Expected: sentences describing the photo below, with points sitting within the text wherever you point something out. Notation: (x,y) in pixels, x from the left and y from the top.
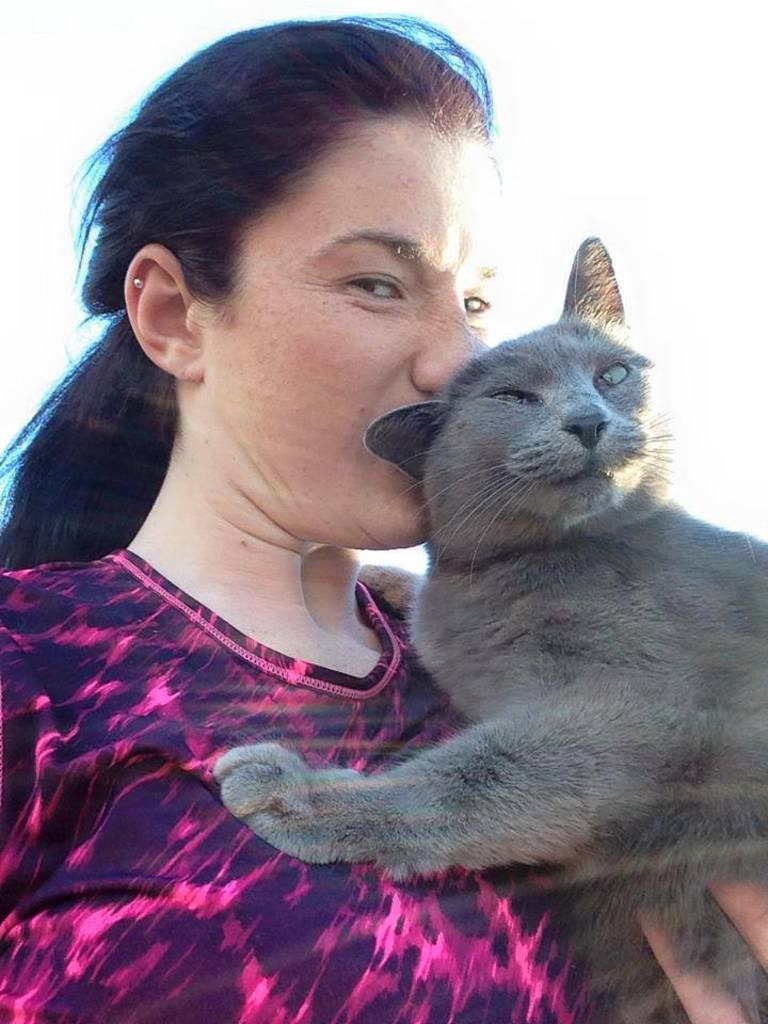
As we can see in the image there is a woman (390,638) holding grey color cat (600,655).
